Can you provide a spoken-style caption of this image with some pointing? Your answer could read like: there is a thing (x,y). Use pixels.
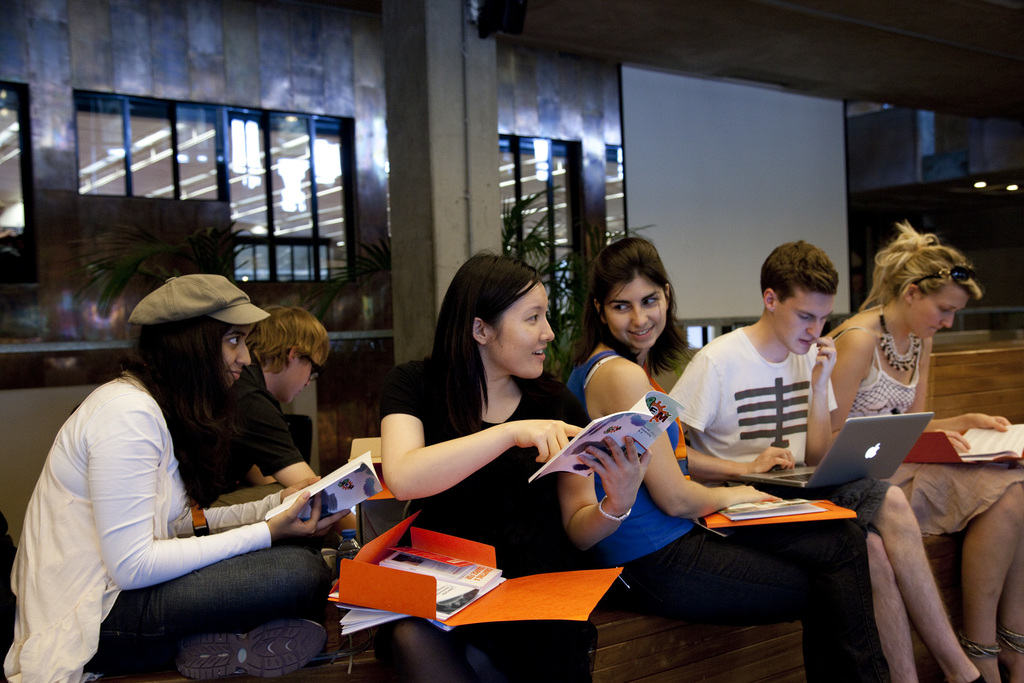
In this picture I can see there is a two men (825,428) and four women (457,458) sitting and they are holding books (654,393), the man (829,415) at the right (823,384) is operating a laptop (824,459) and in the backdrop (128,193) there are few pillars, windows (136,182).
